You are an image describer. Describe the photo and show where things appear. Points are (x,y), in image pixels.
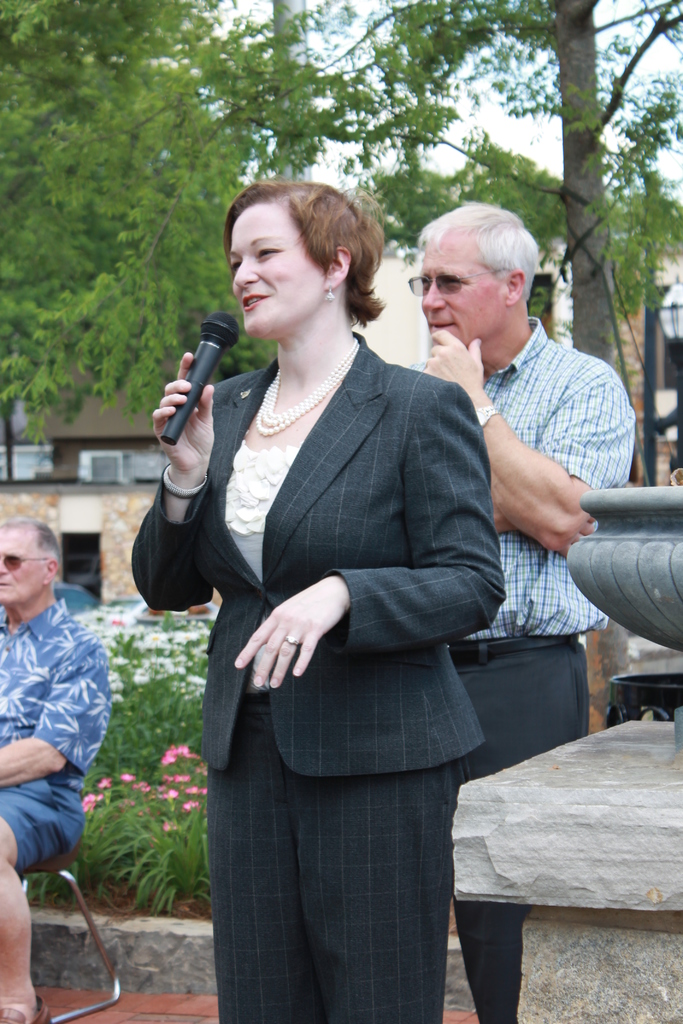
In this picture we have a woman (405,402) speaking and smiling, she is holding a microphone (204,368) in her right hand (178,465). There is a person (441,264) behind her, he is standing and looking serious.
